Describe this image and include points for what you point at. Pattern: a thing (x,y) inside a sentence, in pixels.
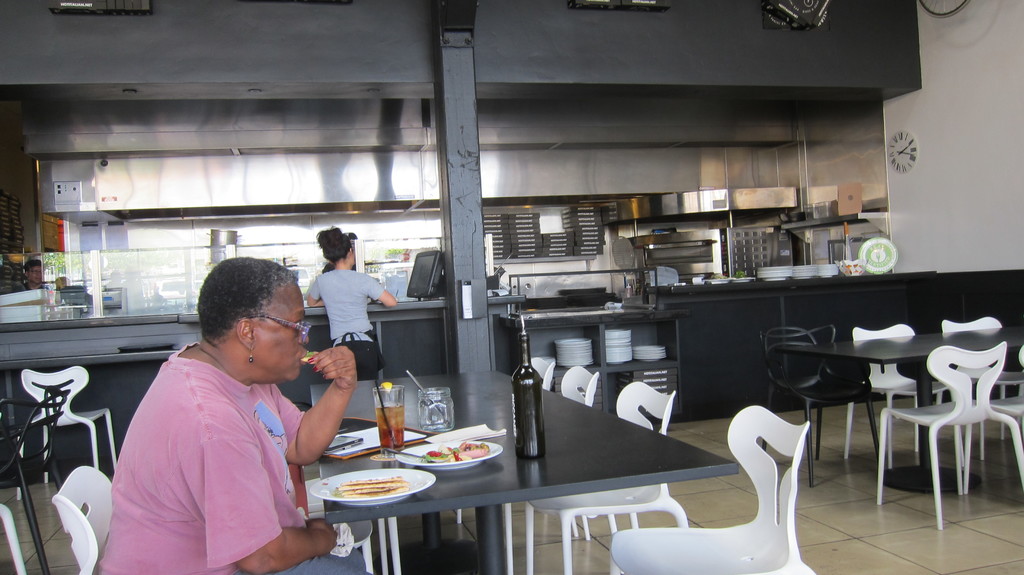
I think this picture is taken in a restaurant (603,398). The restaurant (507,401) is filled with chairs (591,509) and tables (412,400). There is one woman (167,551) sitting besides a table (517,487) and having food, on the table (551,409) there are plates (421,453), glass (394,412), jar (434,393) and a bottle (537,408). Towards the right (788,340) there is a table (959,336) and chairs (971,323) around it, which is unoccupied. In the background (336,323) there is a large table (79,345) and a woman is standing near by it and staring at a computer (420,298). There is a pillar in the center (452,301).
